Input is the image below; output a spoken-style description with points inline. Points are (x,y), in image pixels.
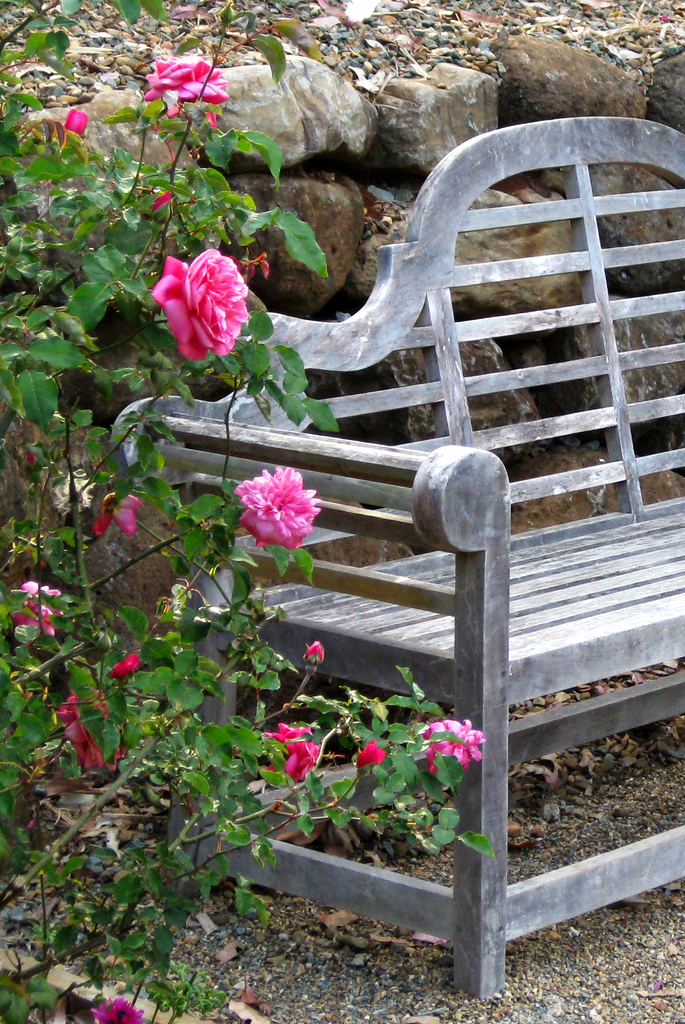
This picture may be taken from a garden (588,726). On the right (639,528) there is a bench (577,725). On the left (12,746) there is a plant (199,296) of rose flowers (202,274). In the background (272,197) there are stones (444,139) and dry leaves (333,17).
